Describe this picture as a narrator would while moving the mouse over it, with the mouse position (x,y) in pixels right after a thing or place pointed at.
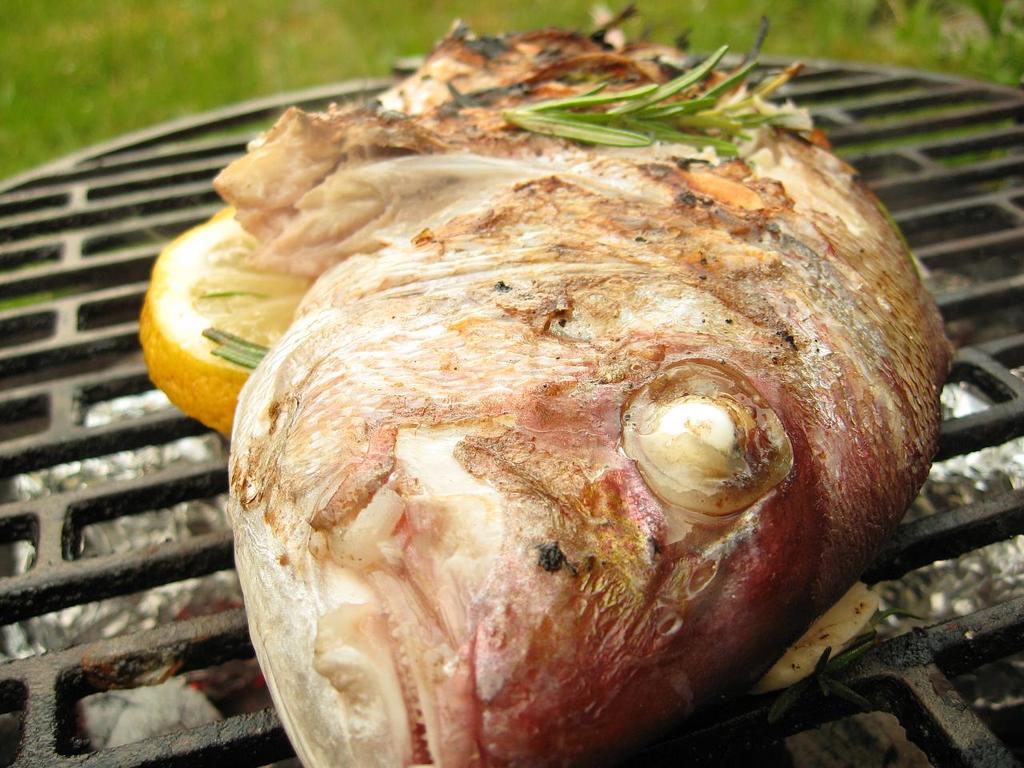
In this image I can see the food (427,433) on the grill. I can see the food (601,636) is in cream, yellow, green and red color. In the background (267,83) I can see the plants (582,19).
